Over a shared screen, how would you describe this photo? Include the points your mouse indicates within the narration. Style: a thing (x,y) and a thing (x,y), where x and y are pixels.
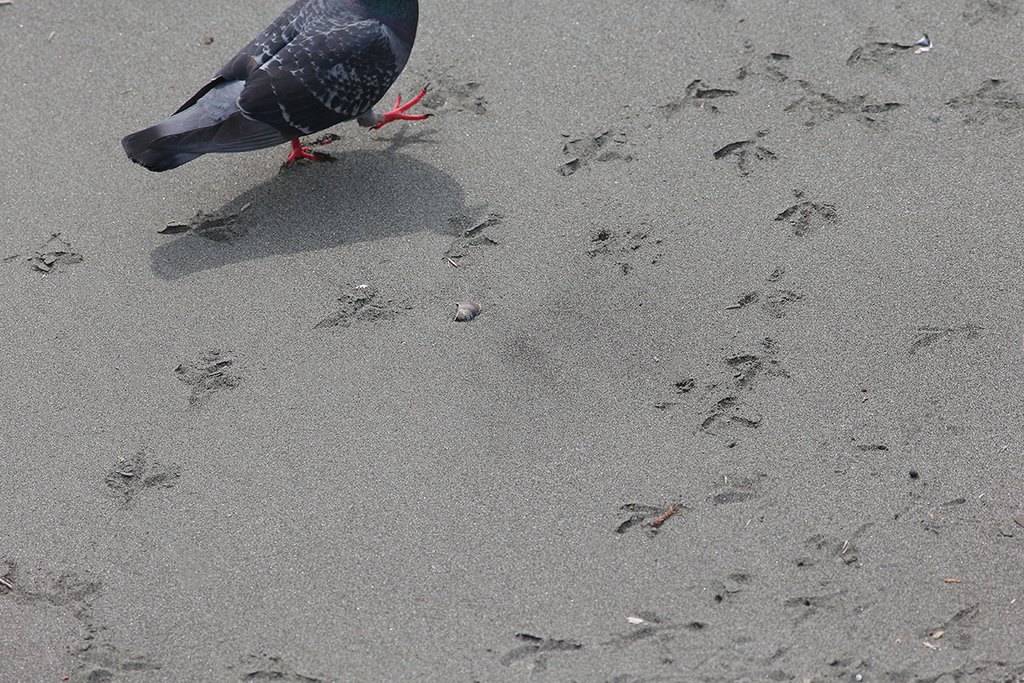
In this picture we can see a bird (369,102) walking and foot marks (565,172) on the ground (503,204).
